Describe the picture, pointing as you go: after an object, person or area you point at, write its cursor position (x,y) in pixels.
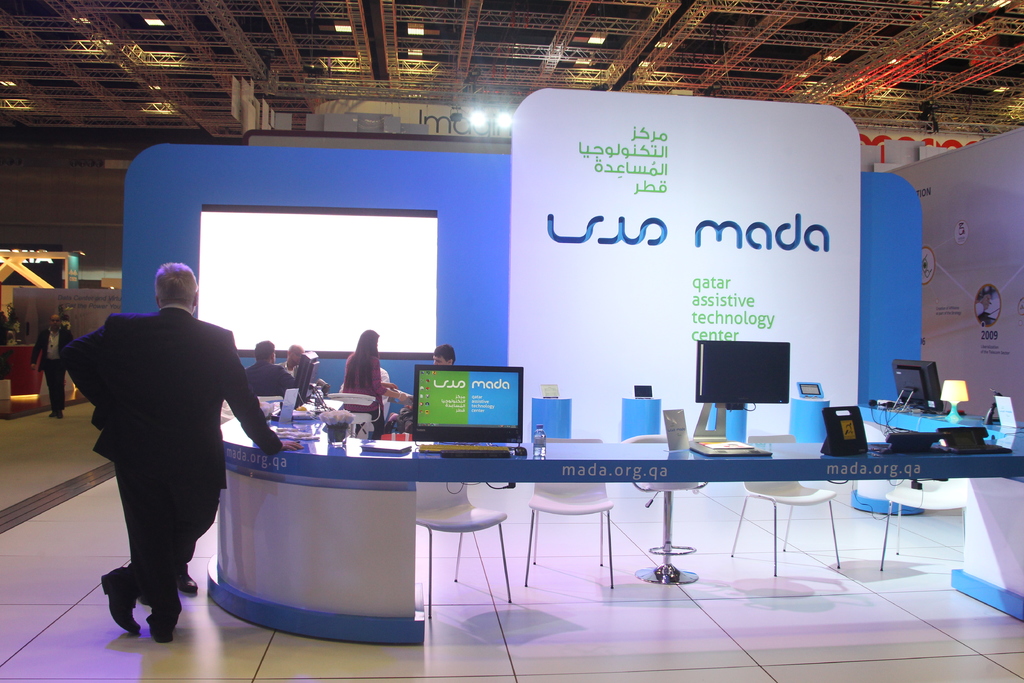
This picture shows a man (92,352) standing and few (260,374) seated and we see few monitors (497,366) and few chairs (591,509).
